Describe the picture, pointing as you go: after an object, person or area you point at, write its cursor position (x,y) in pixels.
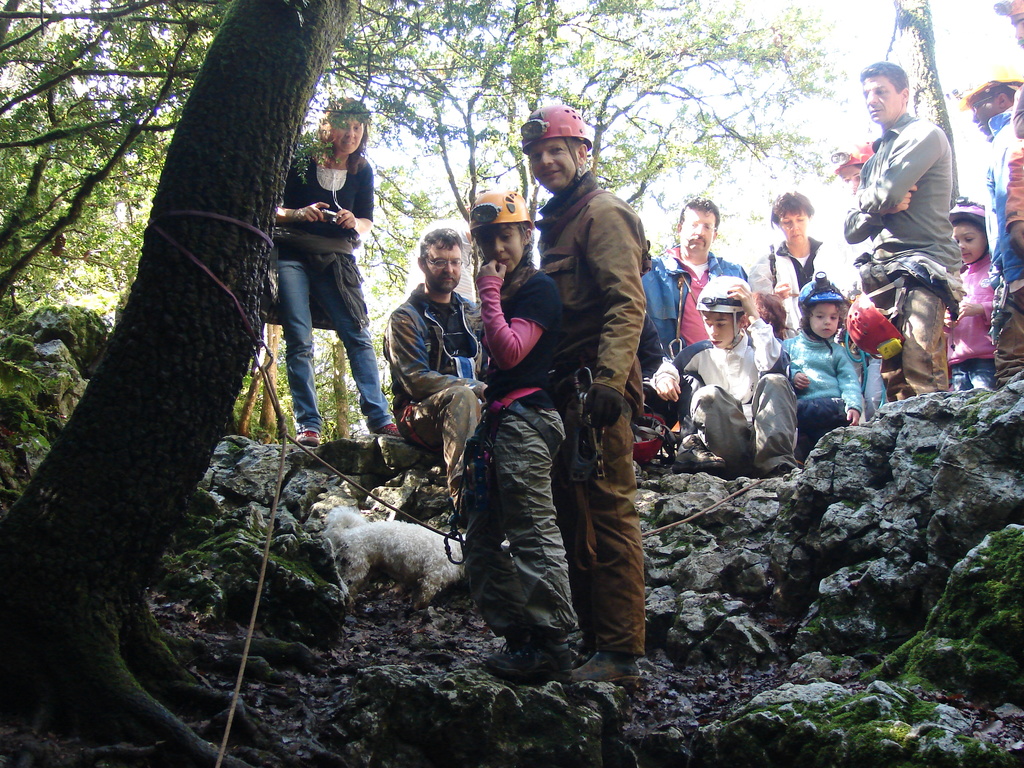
In this image, we can see many people (432,246) wearing helmets (737,308) and some of them are holding objects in their hands (485,391). At the bottom (843,595), there are rocks (661,617) and we can see an animal (353,520), which is near a tree (213,332) and in the background (537,99), we can see some other trees (401,104).
